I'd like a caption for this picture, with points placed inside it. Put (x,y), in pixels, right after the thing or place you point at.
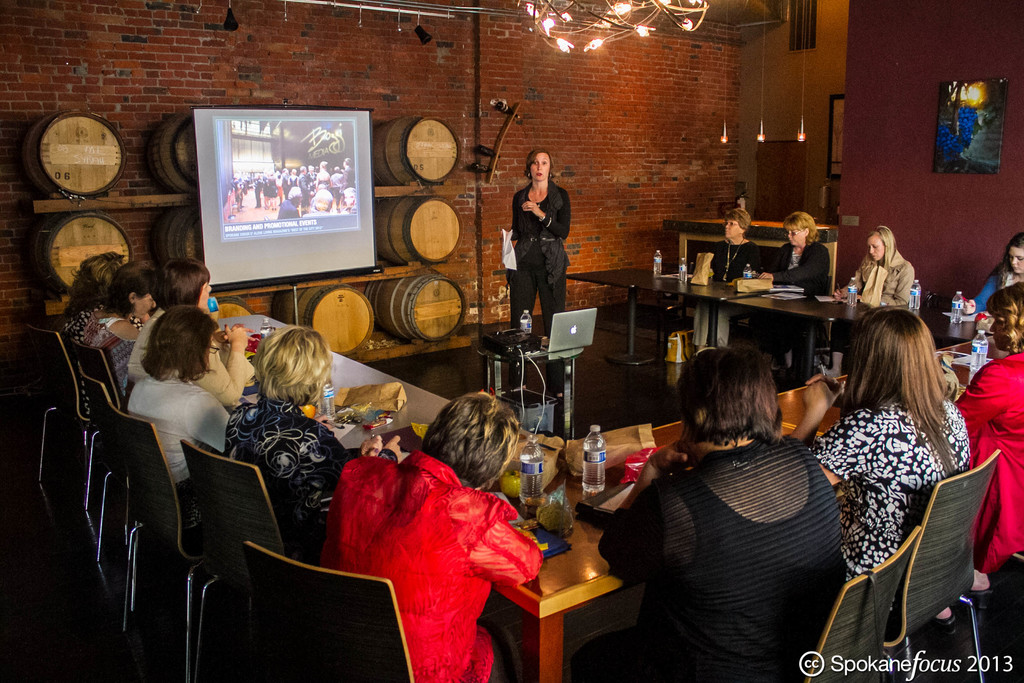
In this image few persons (736,439) are sitting on the chairs (905,543) before a table (596,505) having few bottles (528,471), packets (566,523) and few objects (612,499) on it. A woman (528,282) wearing a black dress (535,254) is standing on the floor (587,403). There is a table (546,356) having a laptop (587,327) and a bottle (528,330) on it. There are few wine drums (332,310) attached to the red brick wall (435,111). On wine drums (419,172) there is a display screen (279,262) having an image (265,173). Top of image (597,21) there are few lights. Right side there is a picture frame (976,112) attached to the wall (979,201).
